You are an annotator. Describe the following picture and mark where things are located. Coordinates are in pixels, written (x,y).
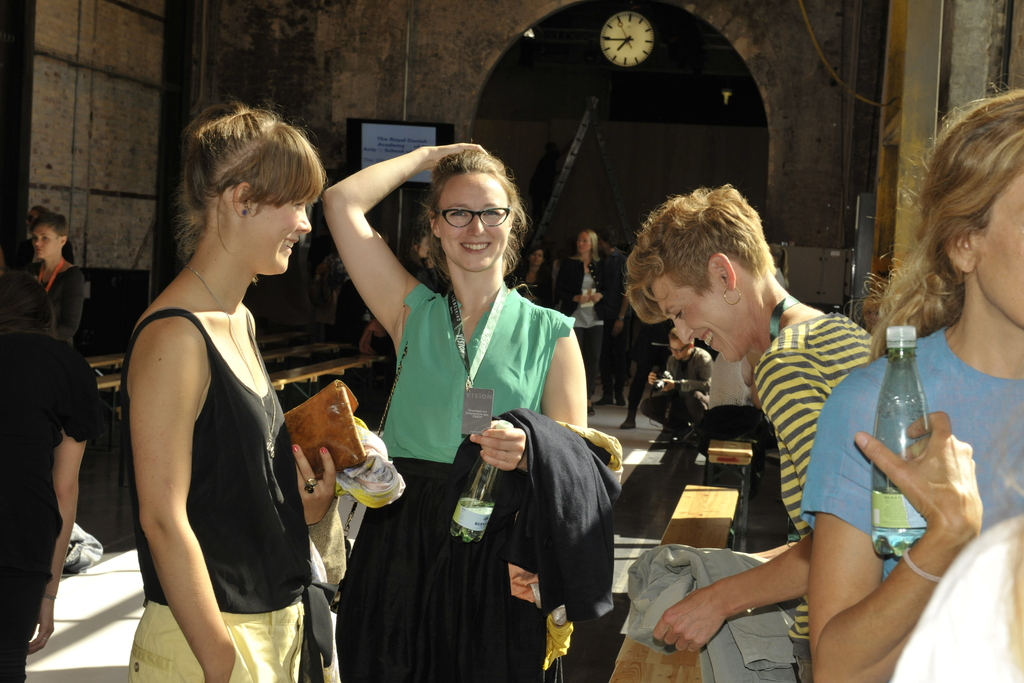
This picture is taken inside the room (701,446). In this image, on the right side (701,281), we can see group of people (698,294). In the middle of the image (512,407), we can see two women (504,360) standing and holding something in their hands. On the left side of the image (23,482), we can see two people (59,445). In the background (73,255), we can see group of people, clock (643,58), hoardings (361,129).
